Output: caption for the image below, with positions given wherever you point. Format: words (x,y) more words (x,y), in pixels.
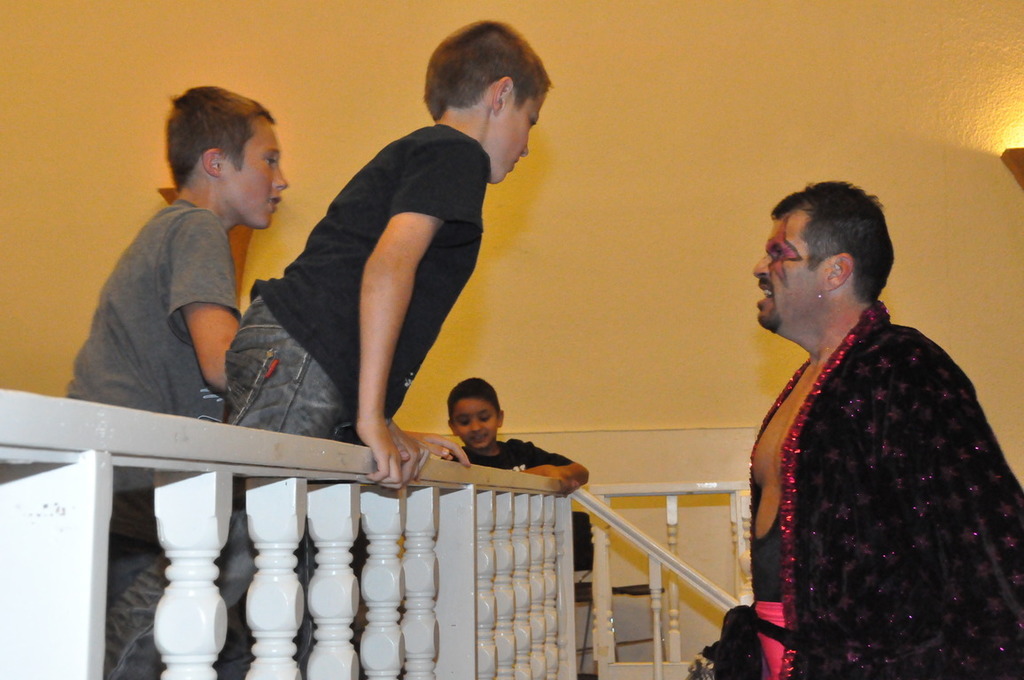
On the right side (878,345), there is a person (878,345) in black color shirt (877,435) standing in front of a fencing (500,566) near three children (381,380). In the background (615,294), there is a yellow color wall (785,64) and a light (1020,135).
